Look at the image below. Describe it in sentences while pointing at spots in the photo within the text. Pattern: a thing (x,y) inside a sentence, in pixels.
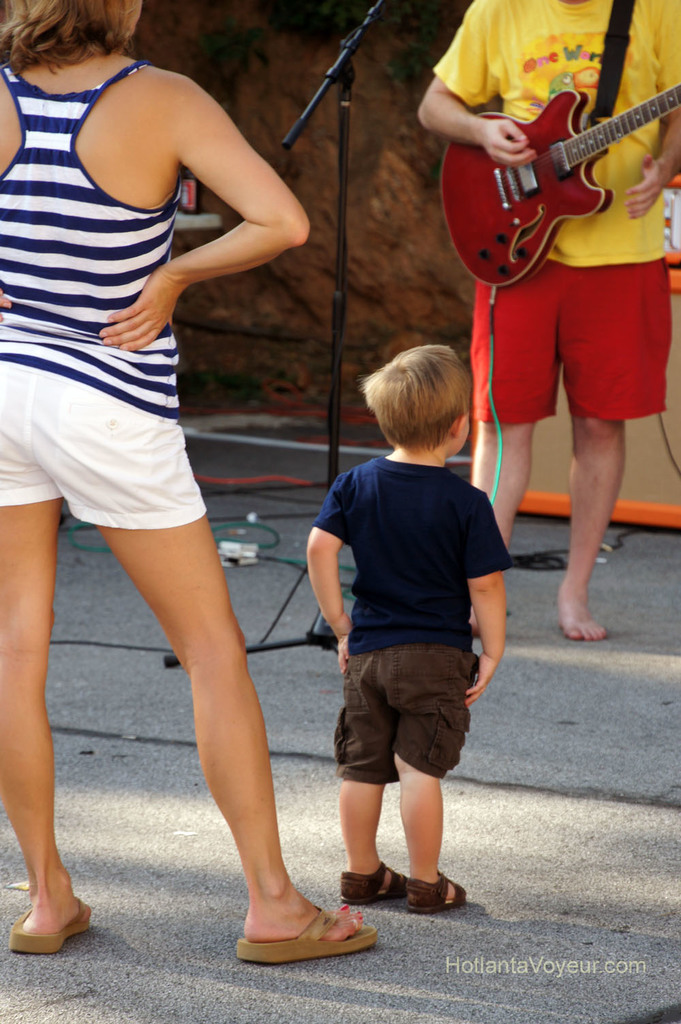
In this picture we can see woman (57,111) standing and in front of her we can see a boy (333,553), both are looking at person (471,67) where he is playing guitar (544,174) and we can see here mic stand (315,97), wall (305,83), wires (259,480).
